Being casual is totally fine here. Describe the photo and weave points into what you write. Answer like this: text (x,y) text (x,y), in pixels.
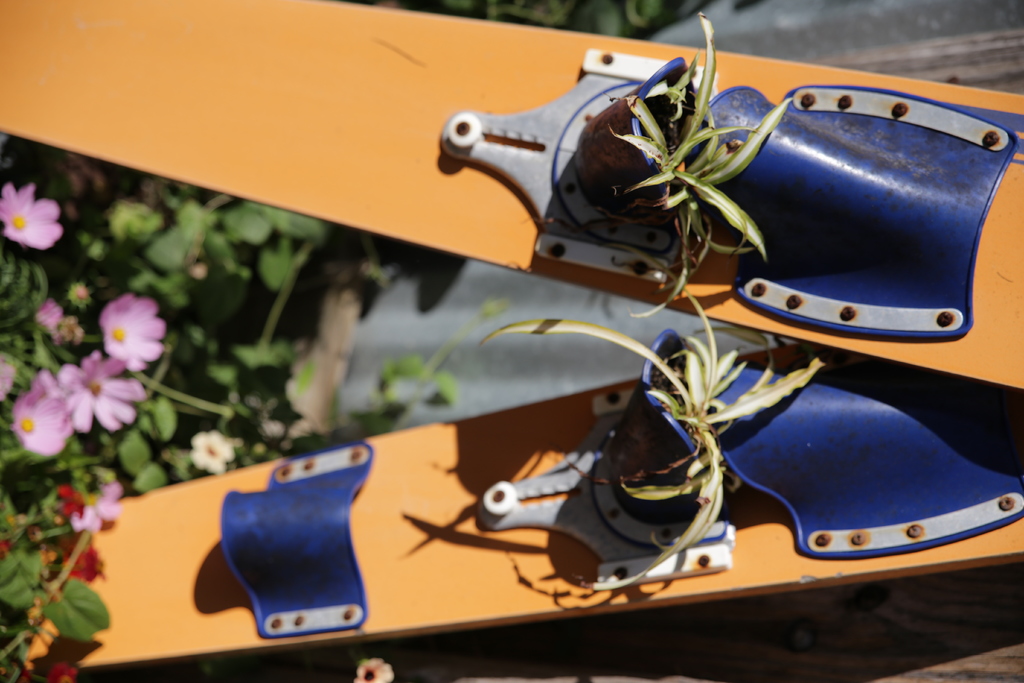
In this image, we can see plants (166,350), flowers (155,340) and there are objects (656,349).
